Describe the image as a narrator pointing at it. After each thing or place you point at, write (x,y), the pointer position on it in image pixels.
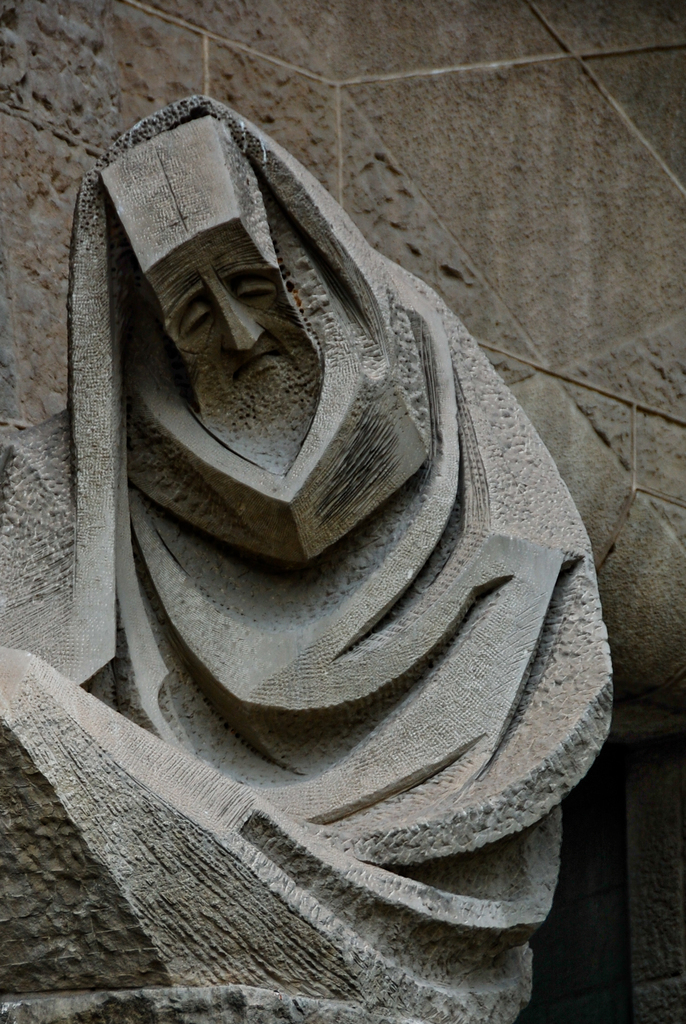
In the center of the image (330,557) we can see a sculpture (275,764). In the background (678,849) there is a wall (414,47).
